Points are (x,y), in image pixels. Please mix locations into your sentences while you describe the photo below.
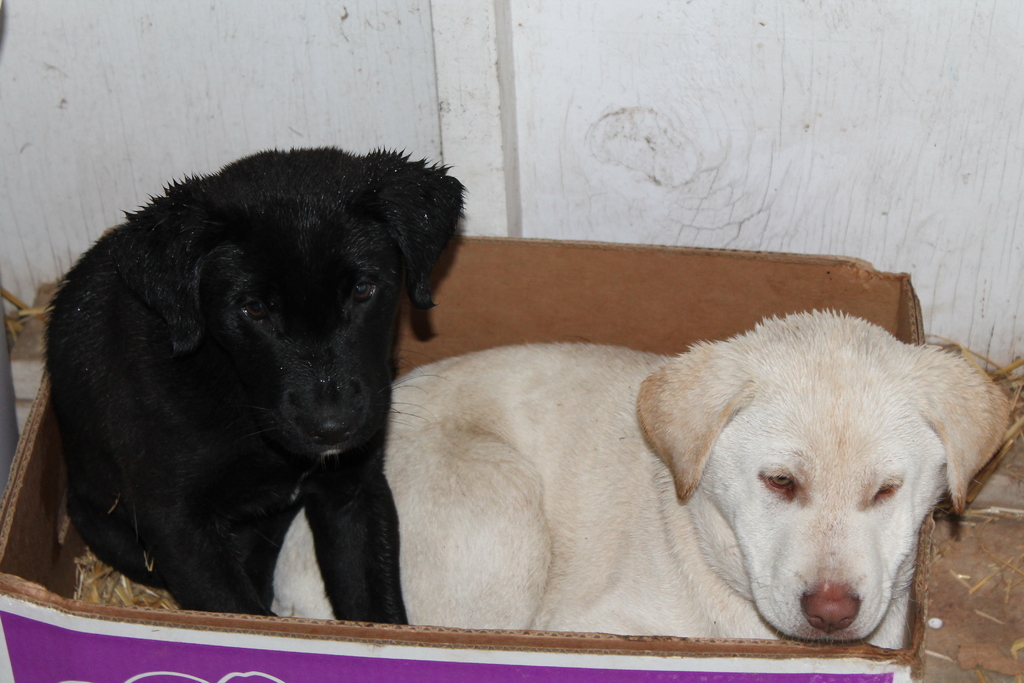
Here in this picture we can see a black and a white colored dog (472,416) present in a cardboard box (15,581).
